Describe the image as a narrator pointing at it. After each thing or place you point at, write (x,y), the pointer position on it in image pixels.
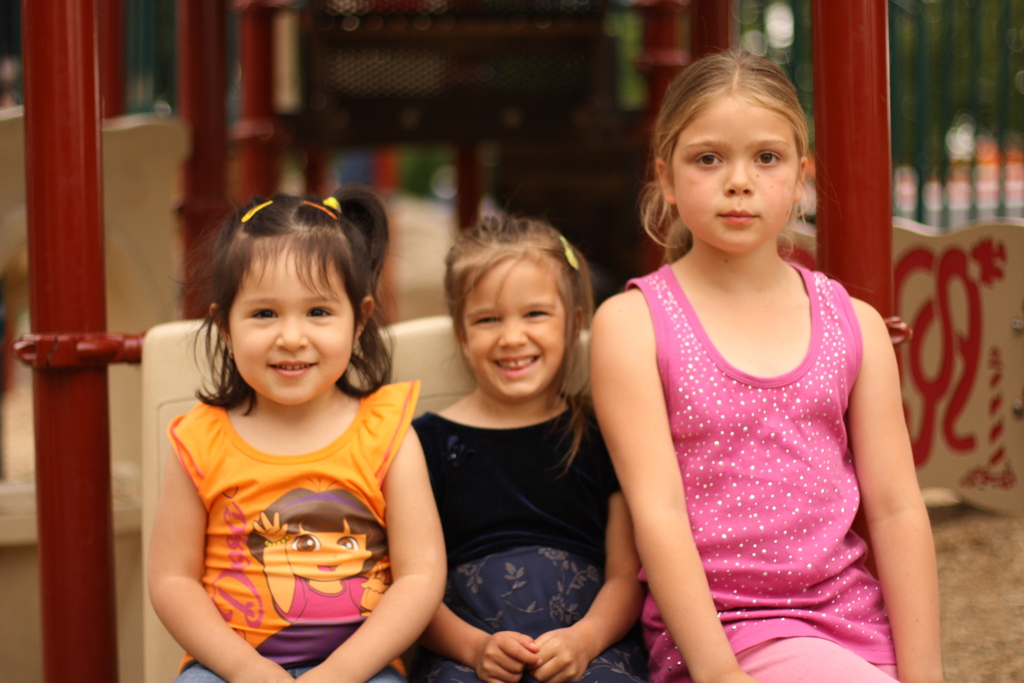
In this picture there are small girls (536,272) those who are sitting in the center of the image (426,234) and the background (321,125) area of the image is blurred.
